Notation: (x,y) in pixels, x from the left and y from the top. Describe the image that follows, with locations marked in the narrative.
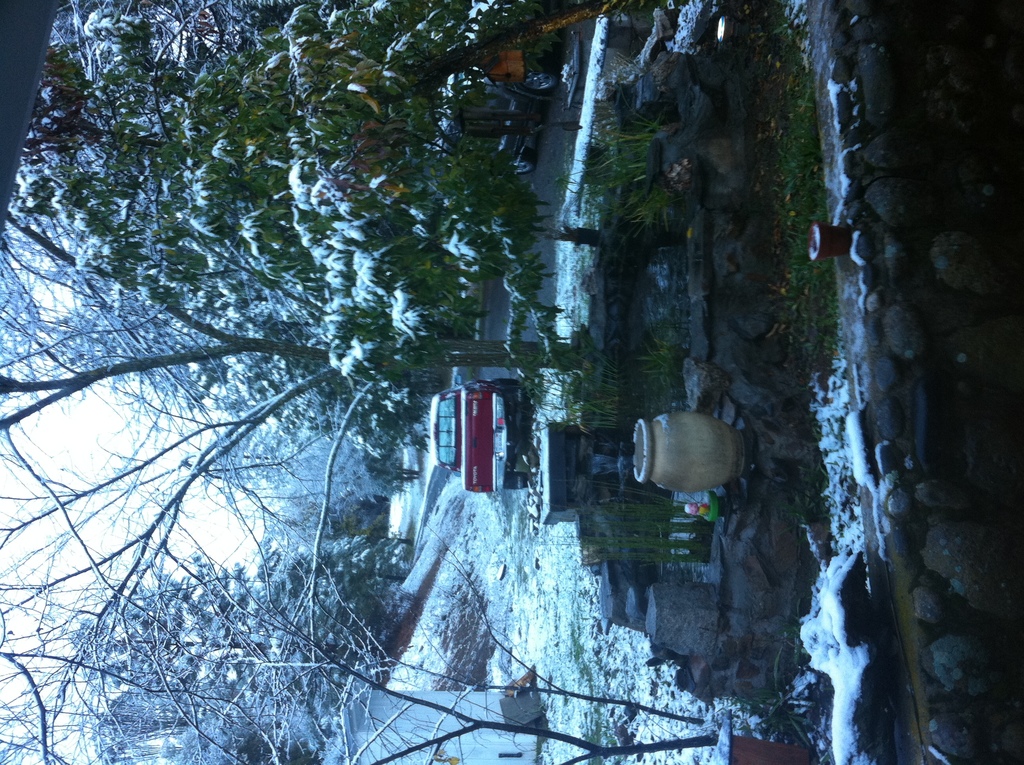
In this picture we can see a vehicle (476,491). In front of the vehicle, there are trees (446,716). At the bottom of the image (446,741), it looks like a shed (398,744). At the top of the image (551,85), there is a table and another vehicle (492,100). On the right side of the image (711,466), there are rocks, grass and some objects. On the left side of the image (273,524), there is the sky (87,434).
